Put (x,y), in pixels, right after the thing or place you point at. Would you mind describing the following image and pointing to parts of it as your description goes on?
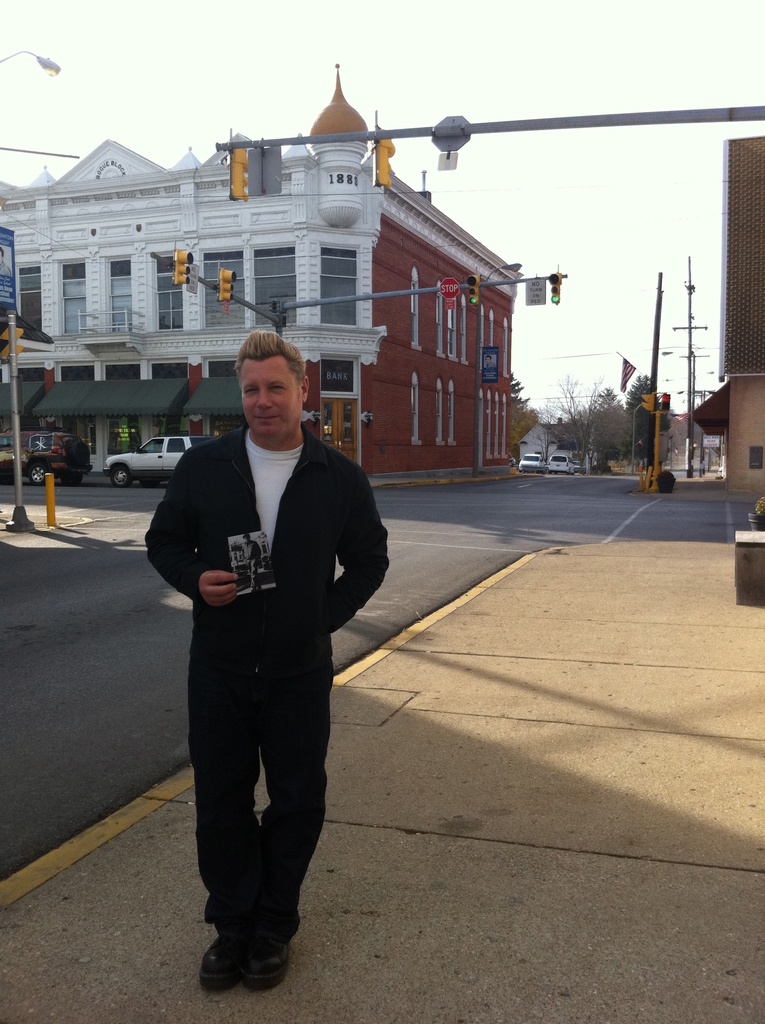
In the image we can see there is a man (313,739) standing on the footpath (302,950) and he is holding photograph (249,563) in his hand (218,602). There are cars (4,458) parked on the road (559,489) and there are buildings (456,464). There are street light poles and traffic signal poles (242,179) on the road (692,520). There is a clear sky (20,153).
